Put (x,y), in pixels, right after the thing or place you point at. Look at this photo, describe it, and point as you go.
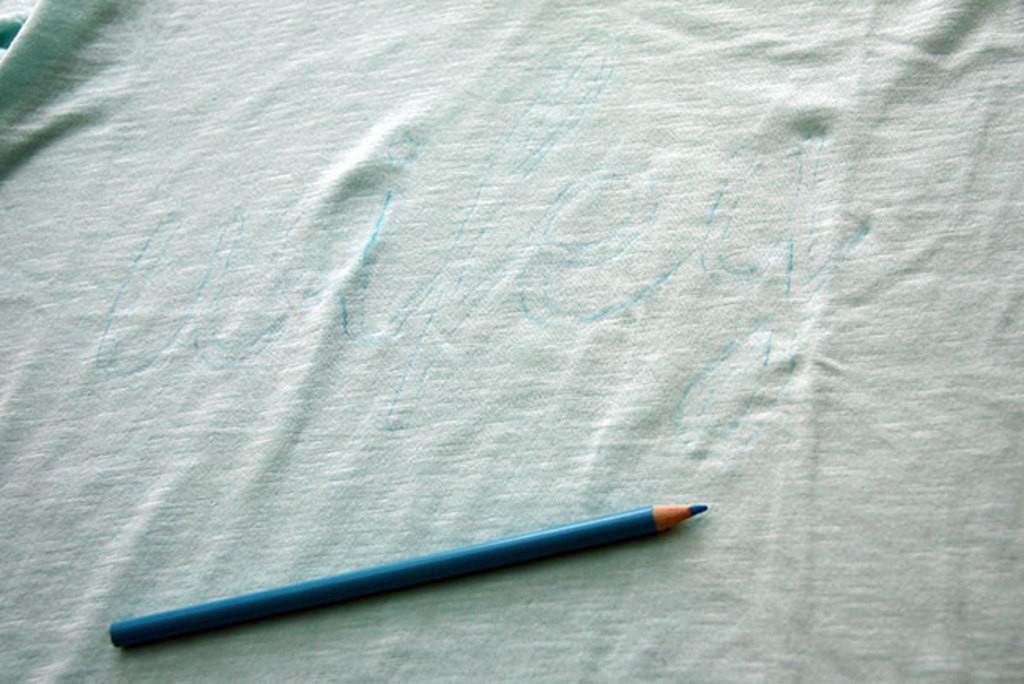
In this image we can see a color pencil (702,509) placed on the cloth (704,565).
